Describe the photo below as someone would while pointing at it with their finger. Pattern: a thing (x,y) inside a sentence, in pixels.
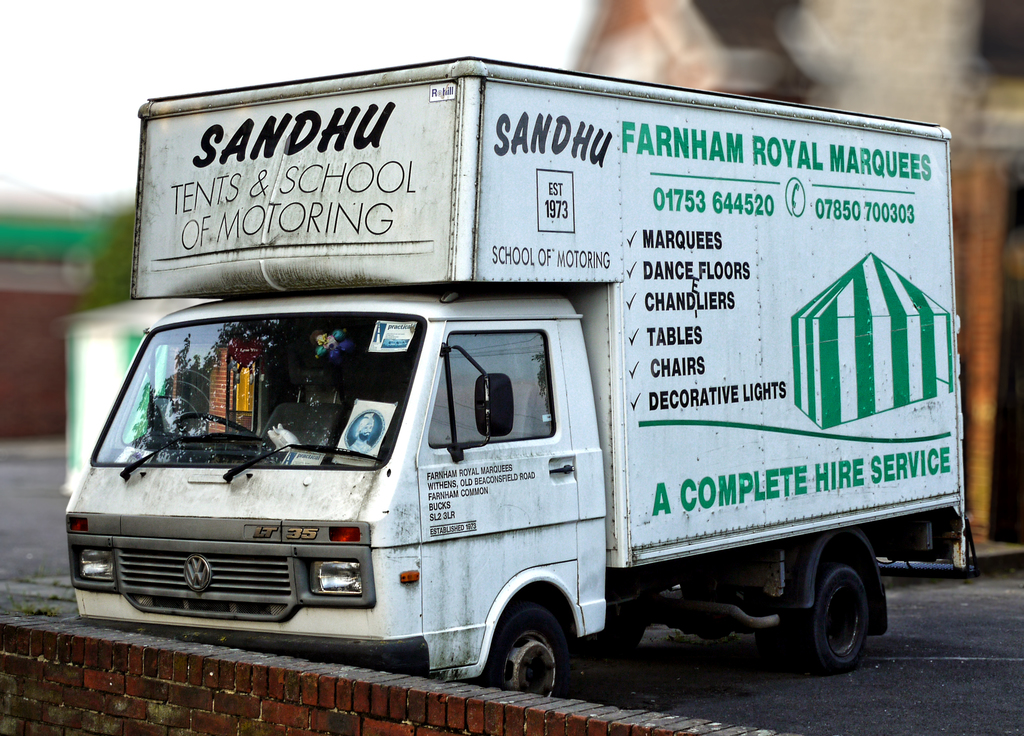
In this picture in the middle (482,484), we can see a truck (460,541) which is placed on the road (976,679). In the background (830,42), we can see some buildings (803,81) and trees (126,265). On top (169,26) there is a sky (173,41), at the bottom (190,662) there is a brick wall (160,698) and a road (911,669).
